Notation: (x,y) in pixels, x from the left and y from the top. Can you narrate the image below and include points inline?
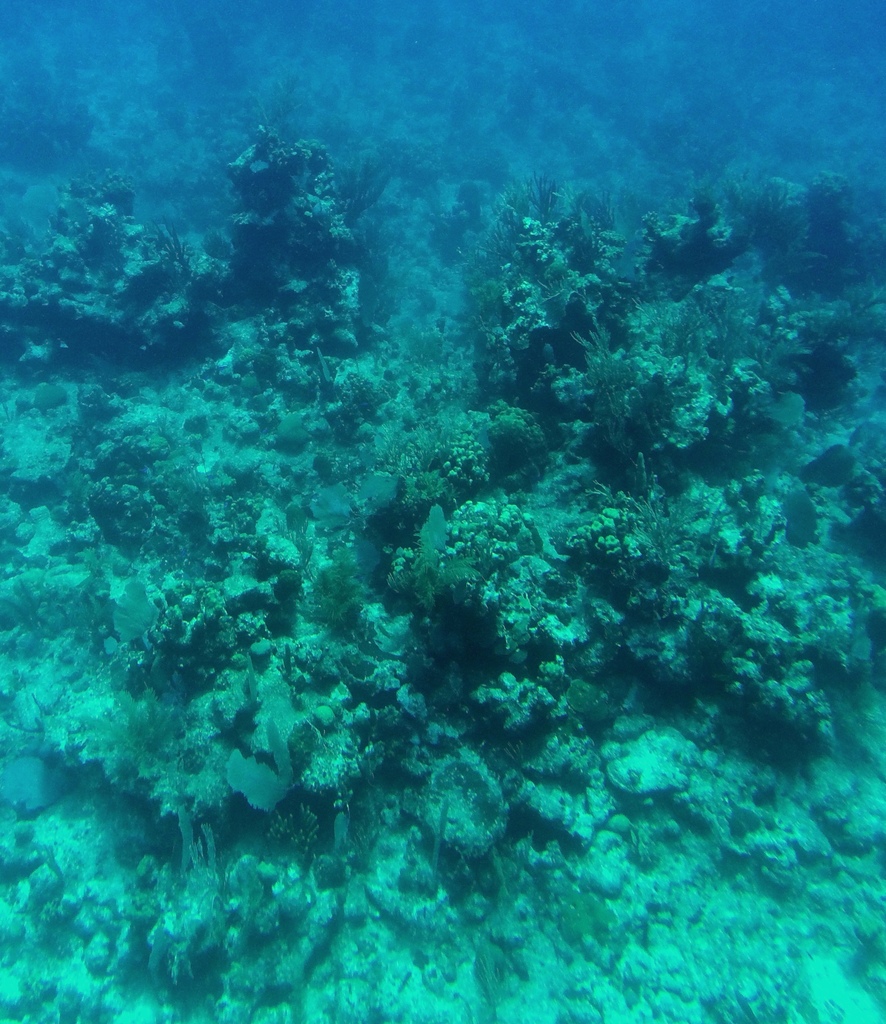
This is a zoomed in picture. In the foreground (730,579) we can see the plants (160,667) in the water body (596,34). In the background (332,44) there is a water body (804,93).
